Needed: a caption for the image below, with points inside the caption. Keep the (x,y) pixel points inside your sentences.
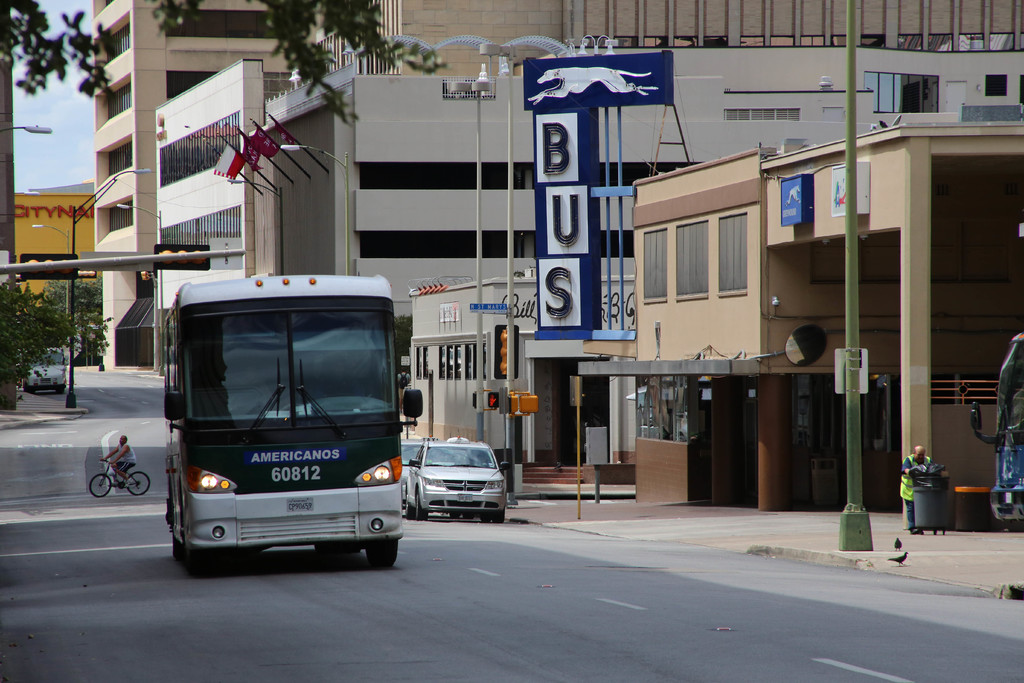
In this image we can see the vehicles (343,483) on the road (659,552). In the background (646,468), we can see the buildings (670,301), windows (689,285). We can see the street lights (70,333), poles (73,317) and some boards (558,97) with text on it. We can see the trees (61,320) and the sky (63,112).
